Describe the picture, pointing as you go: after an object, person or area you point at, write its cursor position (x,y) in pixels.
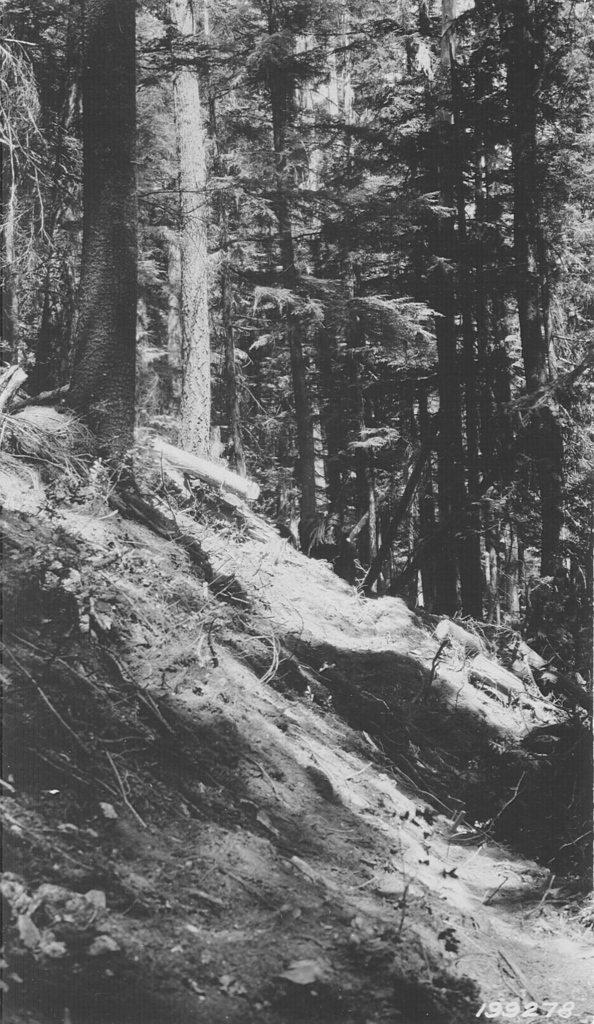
This is a black and white image where we can see tall trees (79,372) and few plants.
